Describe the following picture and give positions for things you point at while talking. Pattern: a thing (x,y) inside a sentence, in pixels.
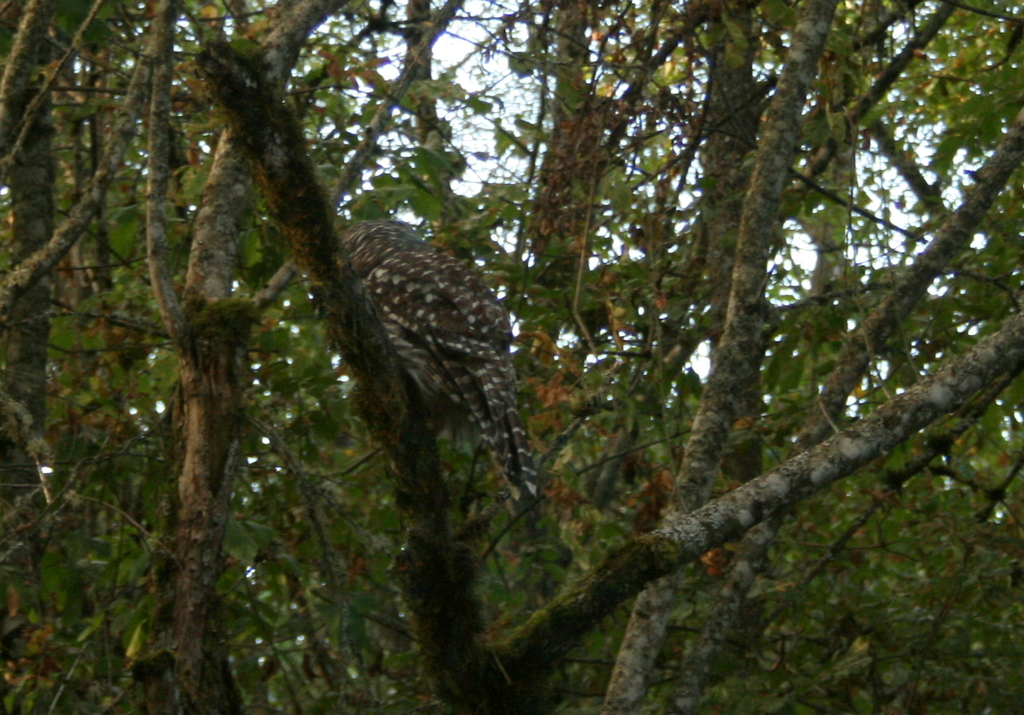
In this image we can see a bird (432,376) on the tree (411,391), also we can see some trees (780,25) and the sky (491,64).
